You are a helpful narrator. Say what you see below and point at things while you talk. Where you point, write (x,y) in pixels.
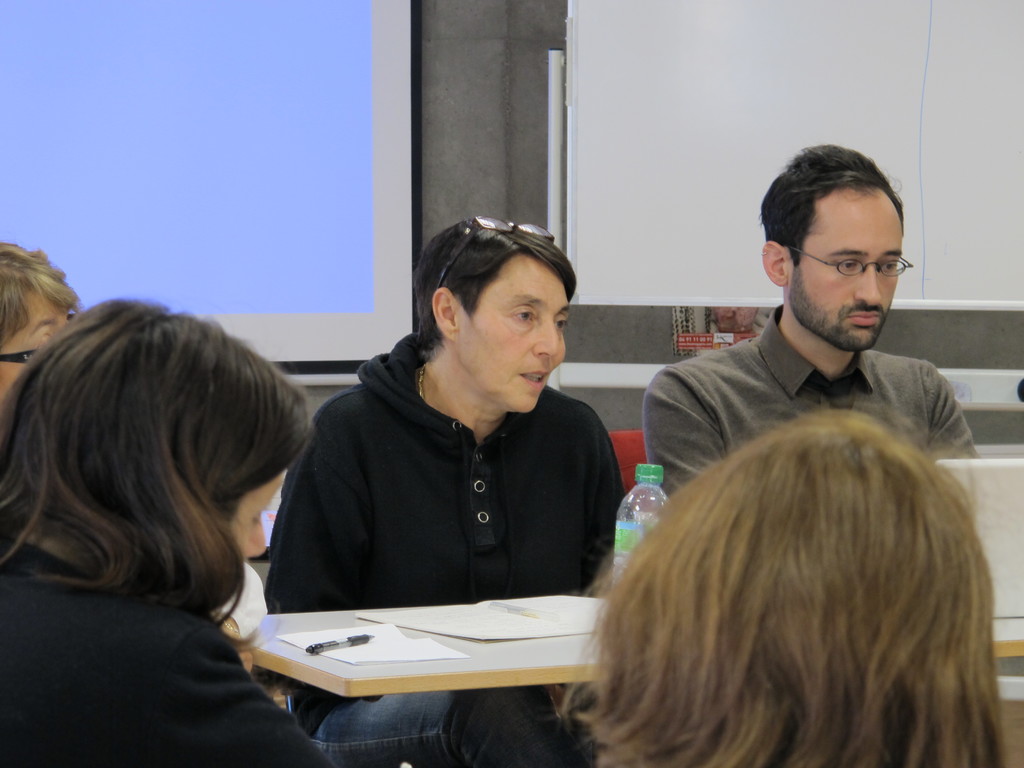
In this image I see 5 persons (14,712) and there is a table (1020,640) in front of them. On the table (271,643) I see few papers (379,612), a pen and the bottle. In the background (588,374) I see the screen (73,38) and the wall (424,240).
